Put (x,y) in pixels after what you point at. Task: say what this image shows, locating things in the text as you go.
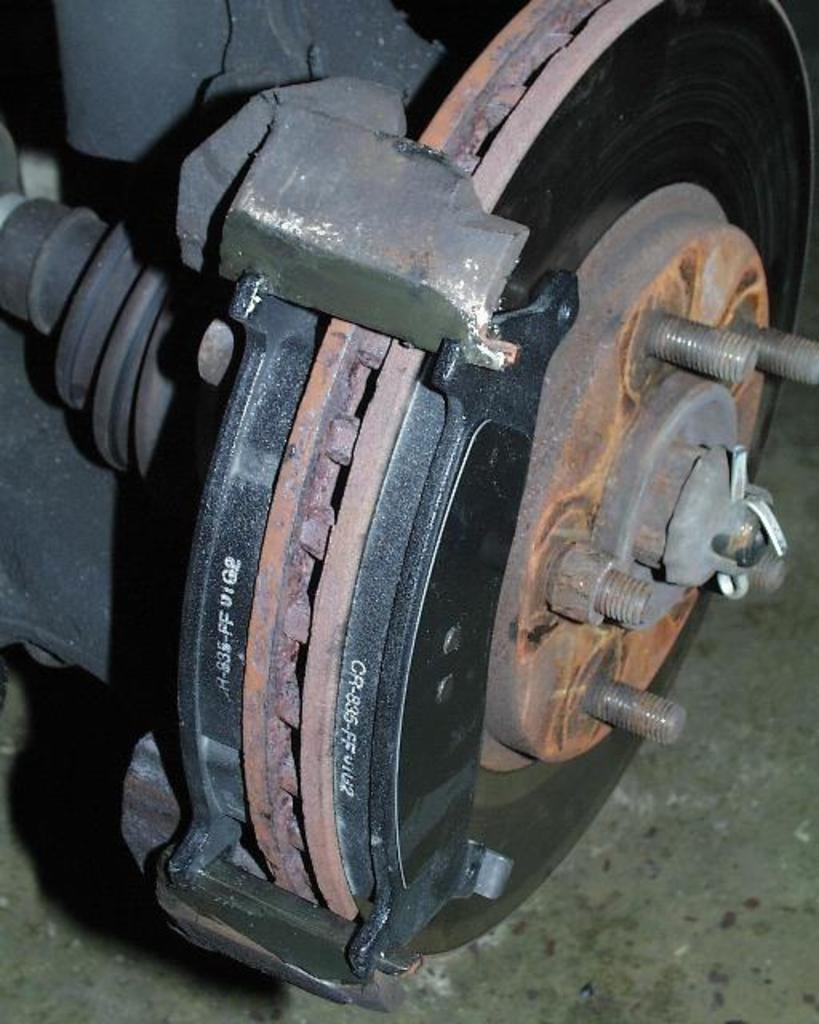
In this image I can see a metal object (424,323) which is above the floor (712,878). This is looking like a part of vehicle (463,267).
